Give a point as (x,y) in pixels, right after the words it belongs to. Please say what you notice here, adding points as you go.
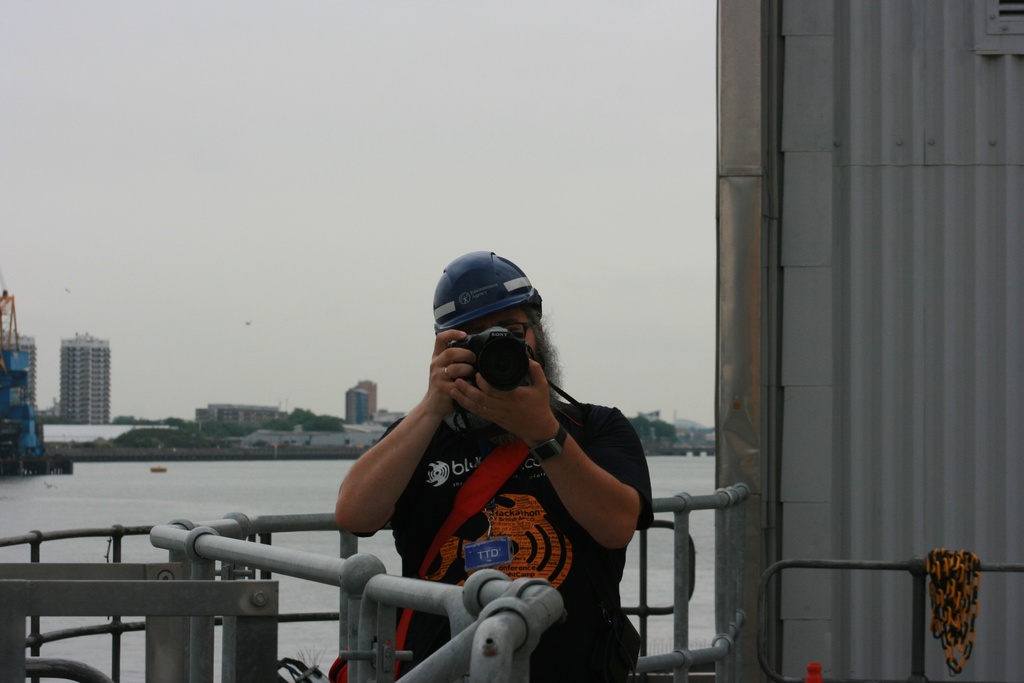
This picture is clicked at outdoor. In the middle (528,360) there is a man (520,475) he wear black t shirt (465,459) and helmet (493,294) he is holding a camera (506,353). In the background (82,352) there is a building (91,367), trees (301,423), water (222,487) and sky (371,211).
